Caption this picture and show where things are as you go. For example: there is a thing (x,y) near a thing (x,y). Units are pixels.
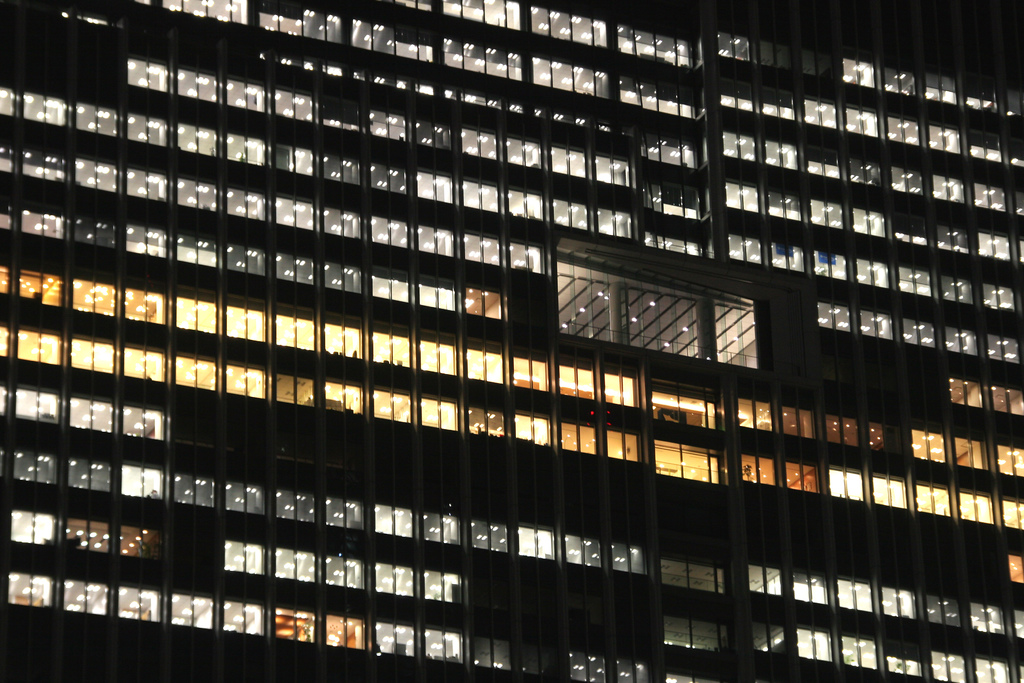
In this image I can see the building (919,583), few glass windows (154,233) and I can also see few lights (154,233).
